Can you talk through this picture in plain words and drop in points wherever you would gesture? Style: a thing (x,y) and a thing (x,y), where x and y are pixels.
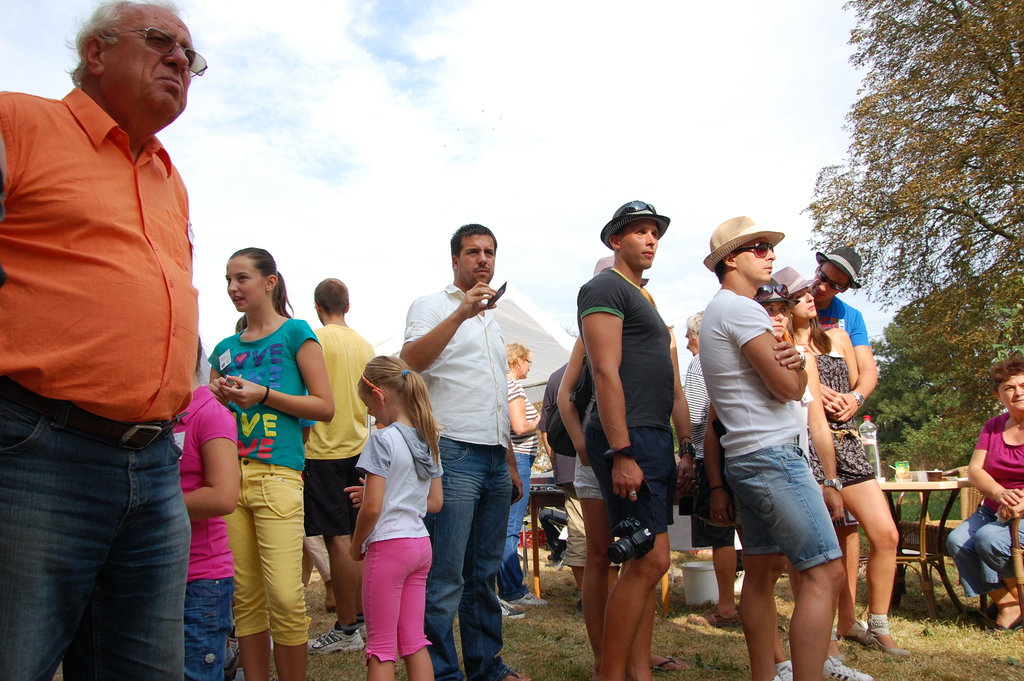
In this image we can see a group of people (819,571) standing on the ground (780,600). One person (490,484) is holding a mobile (492,298) in his hand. One person (626,337) is holding a camera (641,534). On the right side (1011,515), we can see a woman (984,580) sitting on a chair (1020,574). In the background (703,580), we can see a bottle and some objects (936,476) placed on the table (904,560), a container (704,593) is placed on the ground (698,649), a group of trees (918,365) and the cloudy sky (483,139).
